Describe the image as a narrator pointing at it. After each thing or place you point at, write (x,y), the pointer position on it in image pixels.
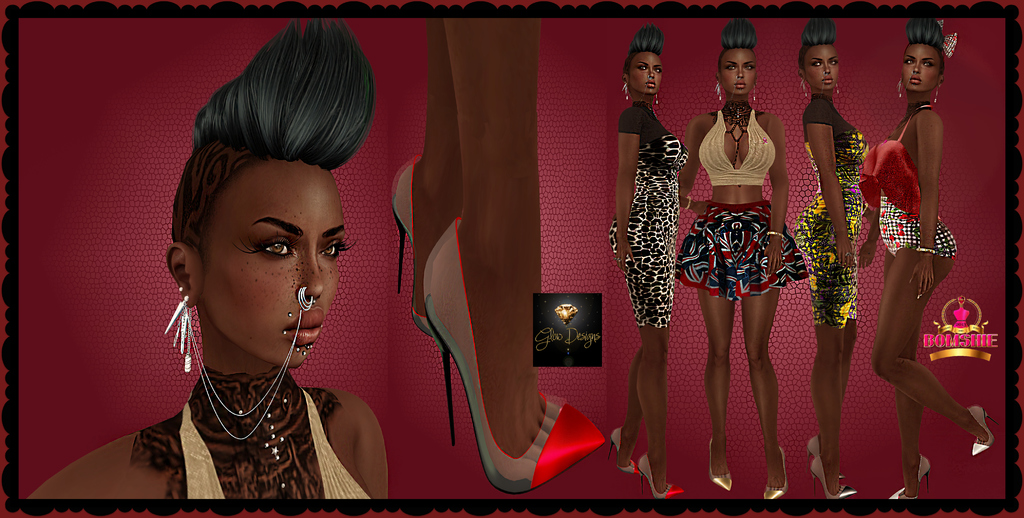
This is an animated picture. In this picture we can see women (644,357) standing. We can see text (960,337). In the middle portion of the picture (486,267) we can see the legs (488,98) of a person (506,214) wearing heels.
